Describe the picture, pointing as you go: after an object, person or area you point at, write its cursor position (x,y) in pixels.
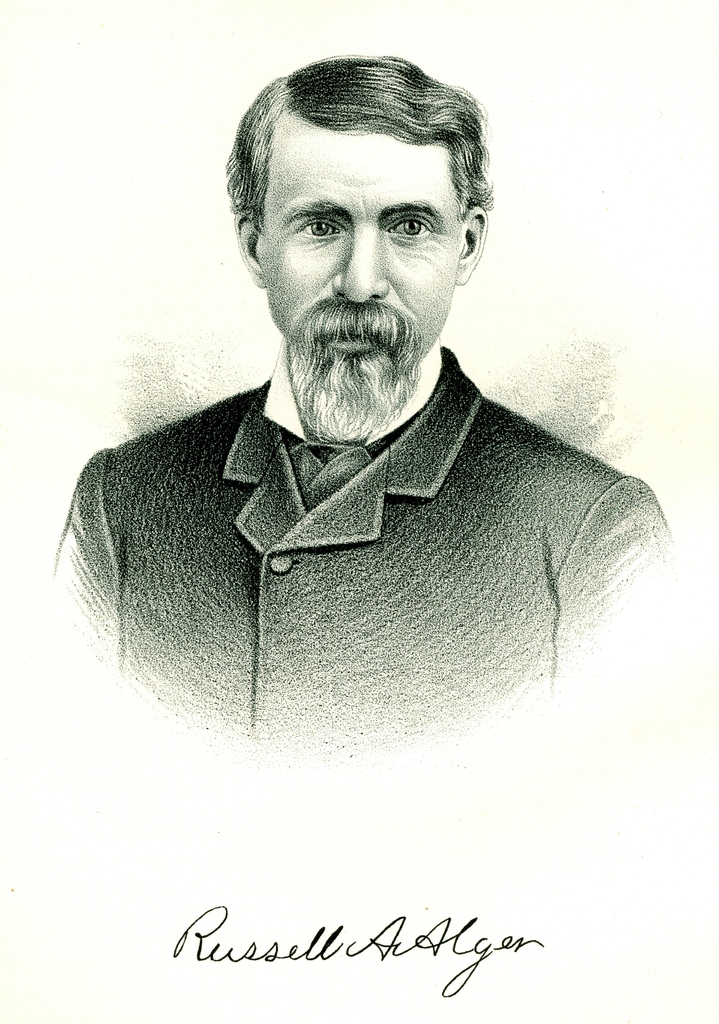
In this image there is painting (628,511) of a man (628,522), at the bottom (486,950) there is a name (486,950).
